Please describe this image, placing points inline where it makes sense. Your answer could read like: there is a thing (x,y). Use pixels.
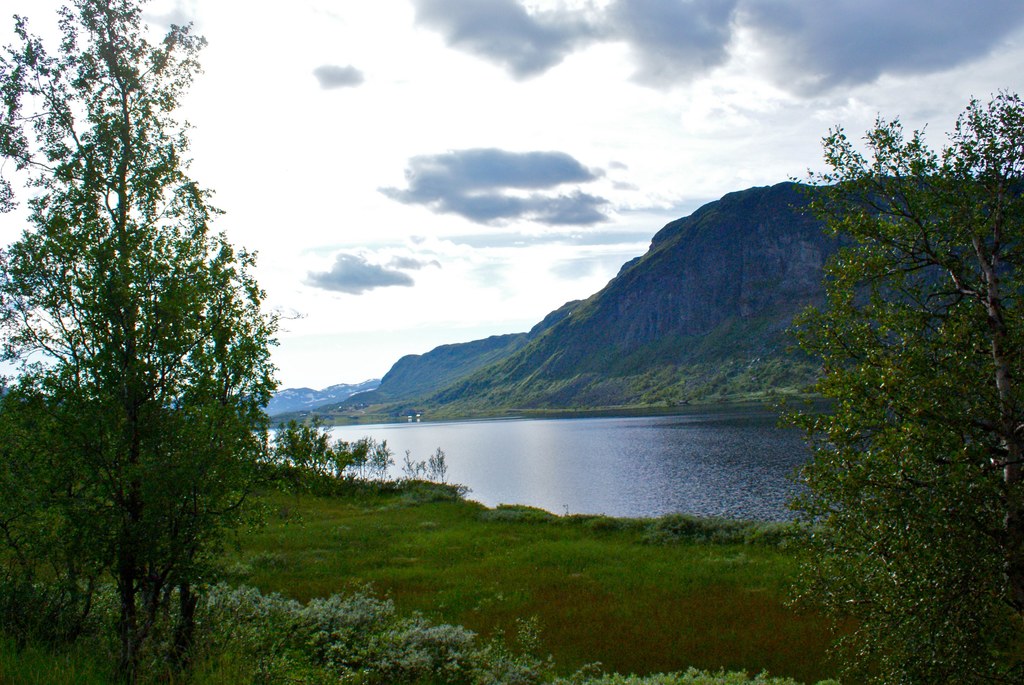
In this image I can see grass (532,576), trees (95,447), water (559,463), mountains (531,400), clouds (492,226) and sky (411,214).
